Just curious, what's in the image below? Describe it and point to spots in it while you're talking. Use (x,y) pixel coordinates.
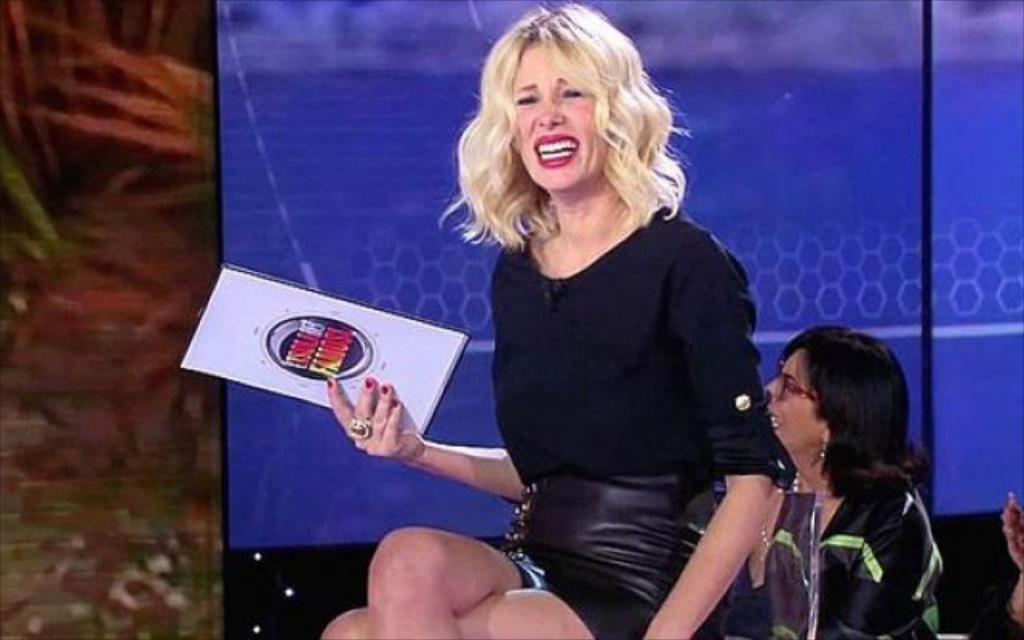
In this picture, we see a woman (691,505) in the black dress (610,522) is sitting on the chair (795,599). She is smiling and she is holding a white color plank (323,349) or a board (349,315) in her hand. Behind her, we see a woman (874,582) is sitting on the chair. In the background (920,308), we see a sheet (432,208) or a banner (803,263) in black and blue color. On the left side (111,194), it is brown in color.
